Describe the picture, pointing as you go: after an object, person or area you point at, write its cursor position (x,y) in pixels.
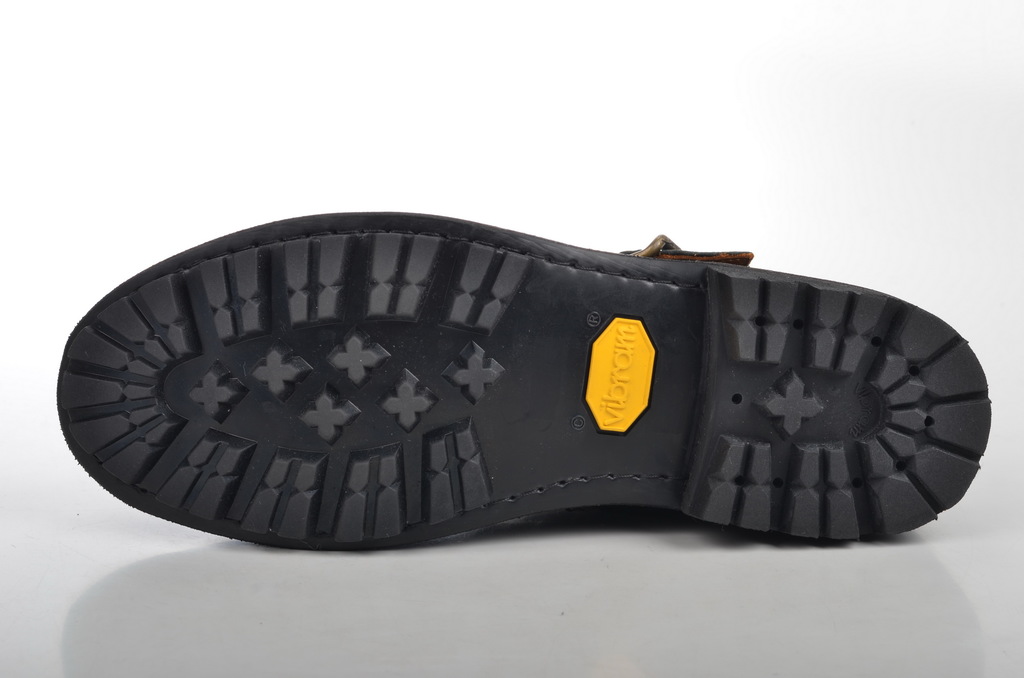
In this image we can see a back side of the shoes (675,319).
